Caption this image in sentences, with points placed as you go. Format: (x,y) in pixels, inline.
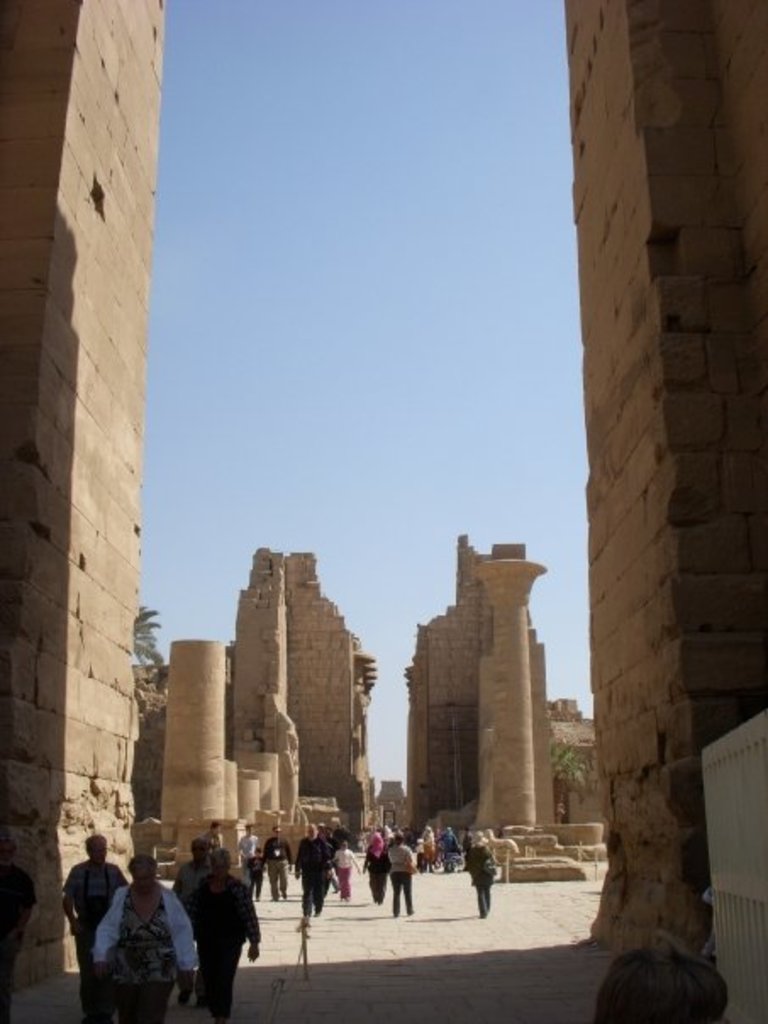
In the picture we can see a historical wall (434,817) which are broken and some pillars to the path (428,882) and some people (210,944) are walking on the path (391,905) watching it and in the background (387,760) we can see a sky (409,409).
